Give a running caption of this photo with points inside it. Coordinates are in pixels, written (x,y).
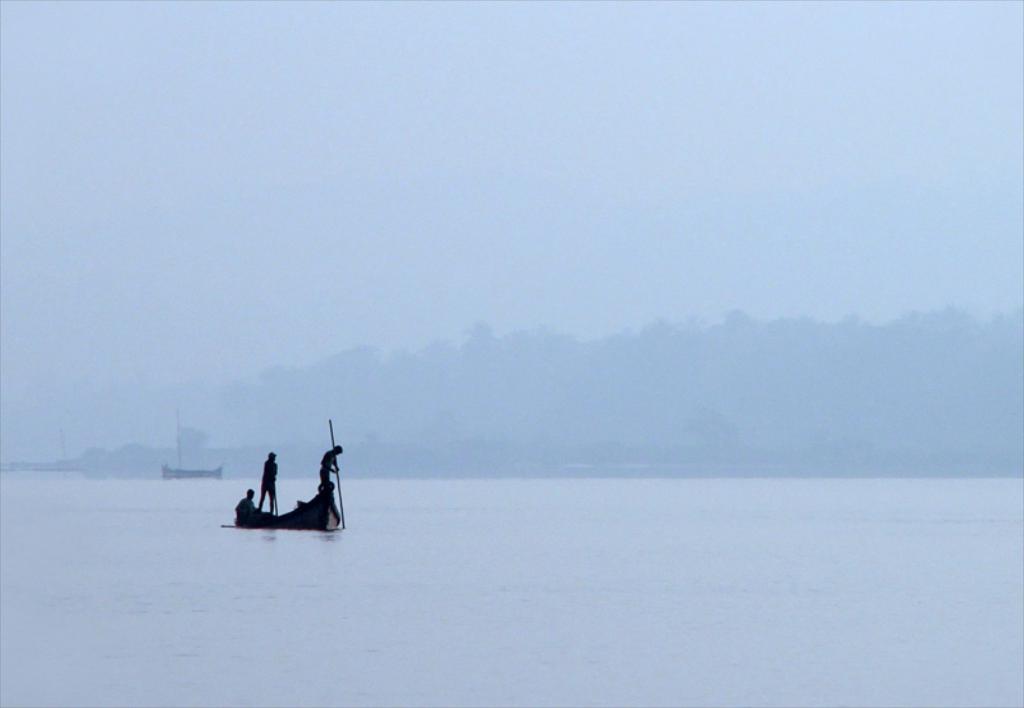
In this image I can see water (215,569) and on it I can see a boat (283,516). I can also see few people (244,508) on the boat (314,500).
